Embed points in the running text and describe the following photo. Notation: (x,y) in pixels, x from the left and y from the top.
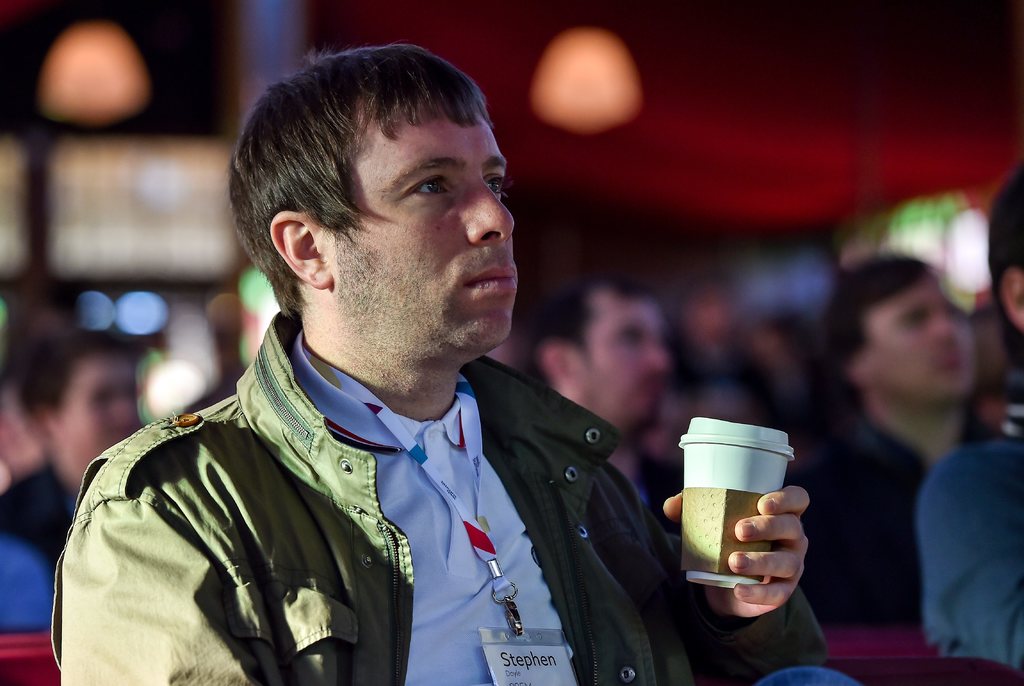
This is a picture of a man (738,556) who is holding a paper cup (735,507) in his left hand (731,590) and also wearing a green color jacket (266,521) and a id card (523,641).
